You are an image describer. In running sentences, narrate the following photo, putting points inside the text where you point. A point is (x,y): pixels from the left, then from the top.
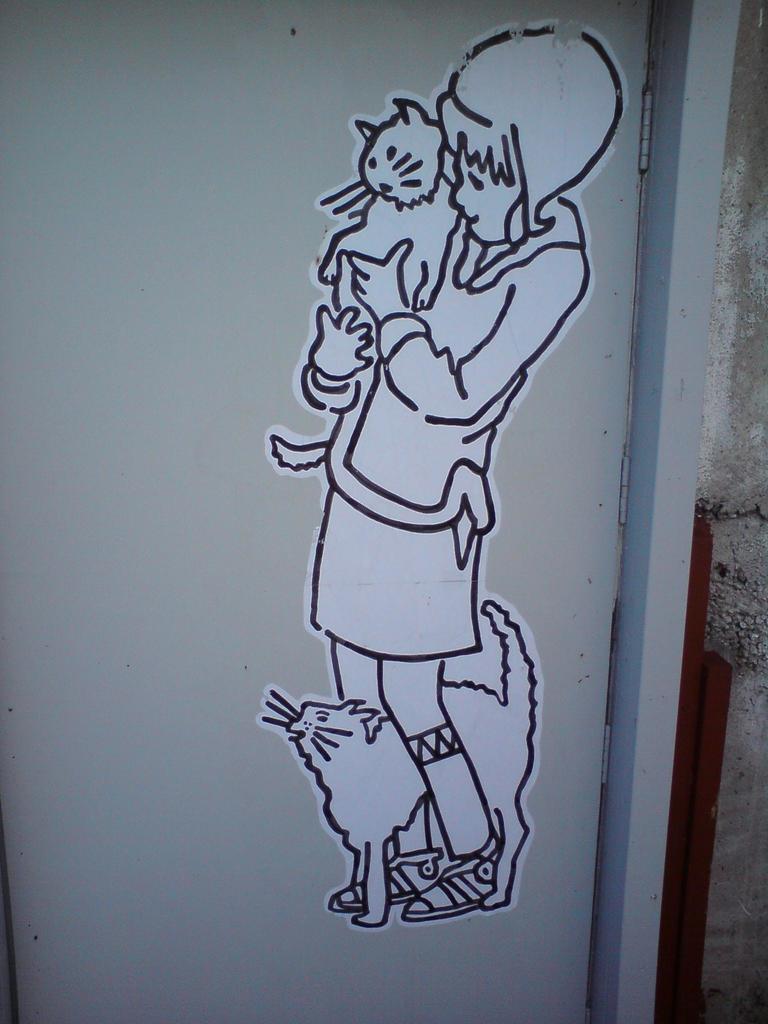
As we can see in the image there is a wall (734,574) and door (70,354). On door (178,318) there is drawing (477,800) of a girl (508,232) and two cats (370,786).
